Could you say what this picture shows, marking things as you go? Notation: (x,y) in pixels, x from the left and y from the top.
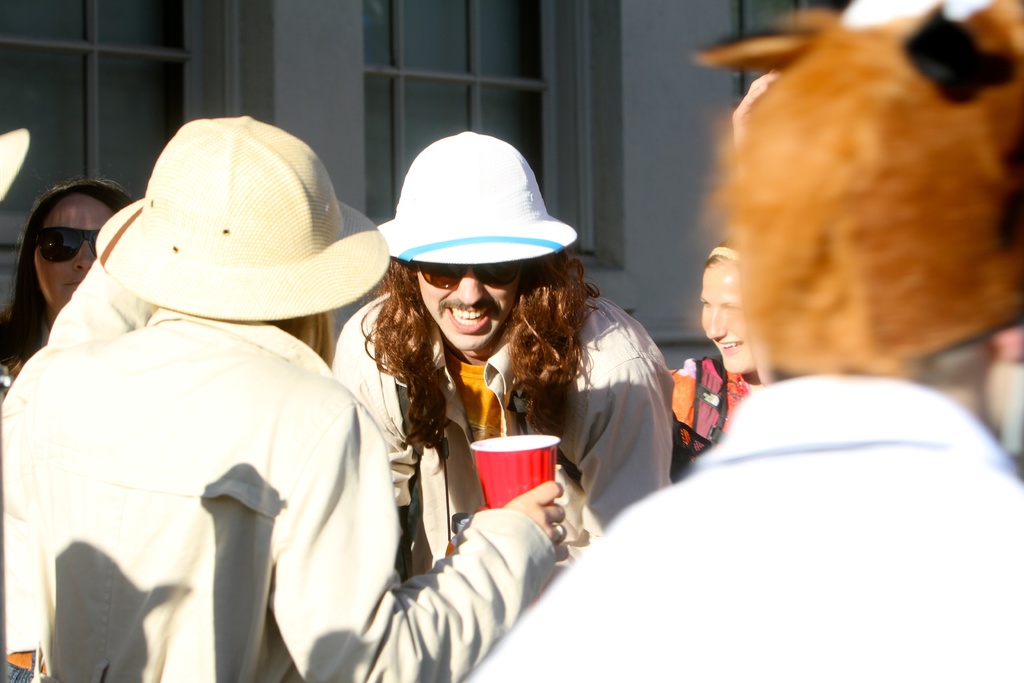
In this image, in the middle (533,391) there is a man (523,368), he wears a shirt (621,432), hat (523,204), he is smiling. On the left (289,496) there is a person (337,425) holding a cup (530,462). On the right (816,345) there are people (804,358). In the background (748,324) there are people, building (485,93), windows (581,90), wall (646,113).
